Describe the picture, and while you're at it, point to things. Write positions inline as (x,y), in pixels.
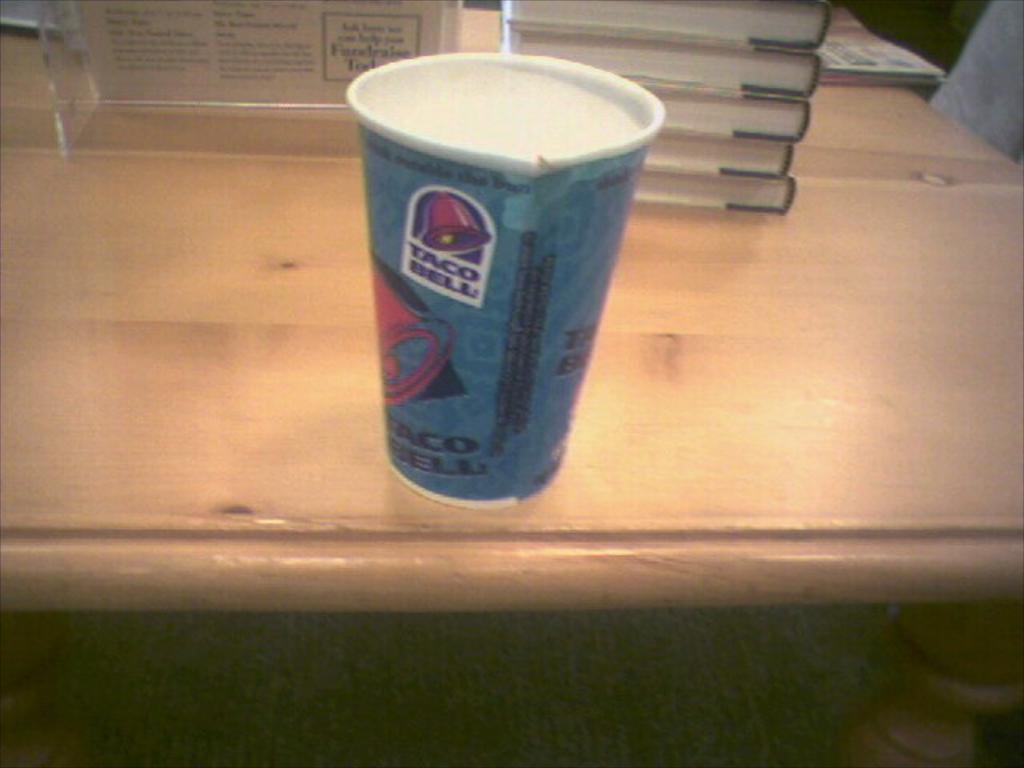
In this picture we can see a table (818,209), there are some books (714,81), a glass (488,348) and a board (312,88) present on the table (176,117).
